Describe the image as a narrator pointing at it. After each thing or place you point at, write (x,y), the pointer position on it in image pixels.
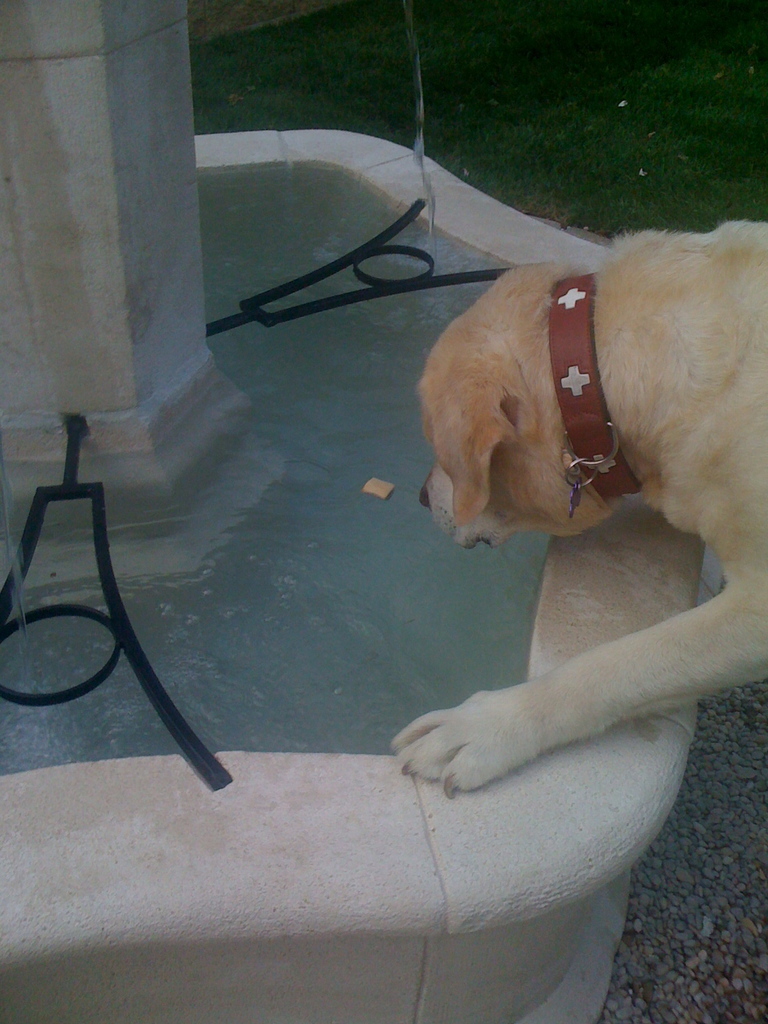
In the image there is a small wall (565,760) in the round shape. In that there is water (280,552). And also there is a pillar (184,298) and black objects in that. On the right side of the image (582,698) there is a dog (452,761). At the top of the image (569,75) there is grass (541,106) on the ground (471,49).
